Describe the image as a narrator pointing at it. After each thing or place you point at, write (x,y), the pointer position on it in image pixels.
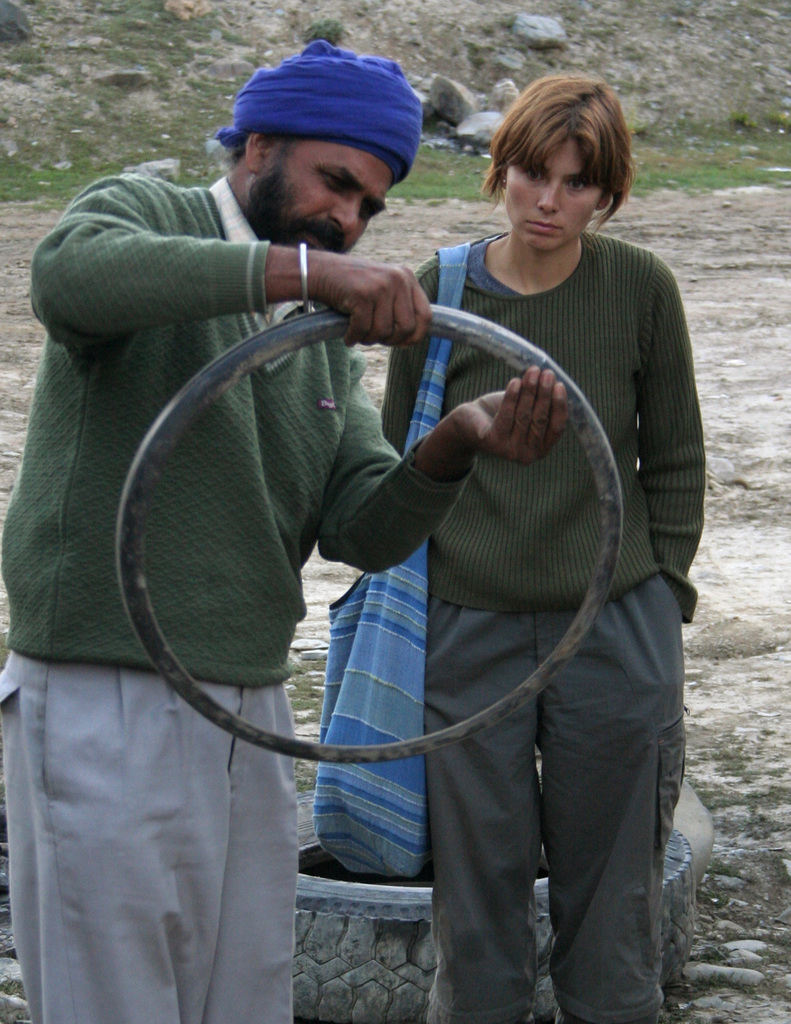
In this picture I can see at the bottom (352,1003) there is a tyre (402,882), on the left side (189,549) there is a man (212,532), he is standing and holding an iron frame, beside him there is a woman (688,567). She is wearing a bag (415,574), in the background (470,132) there are stones (477,125).
